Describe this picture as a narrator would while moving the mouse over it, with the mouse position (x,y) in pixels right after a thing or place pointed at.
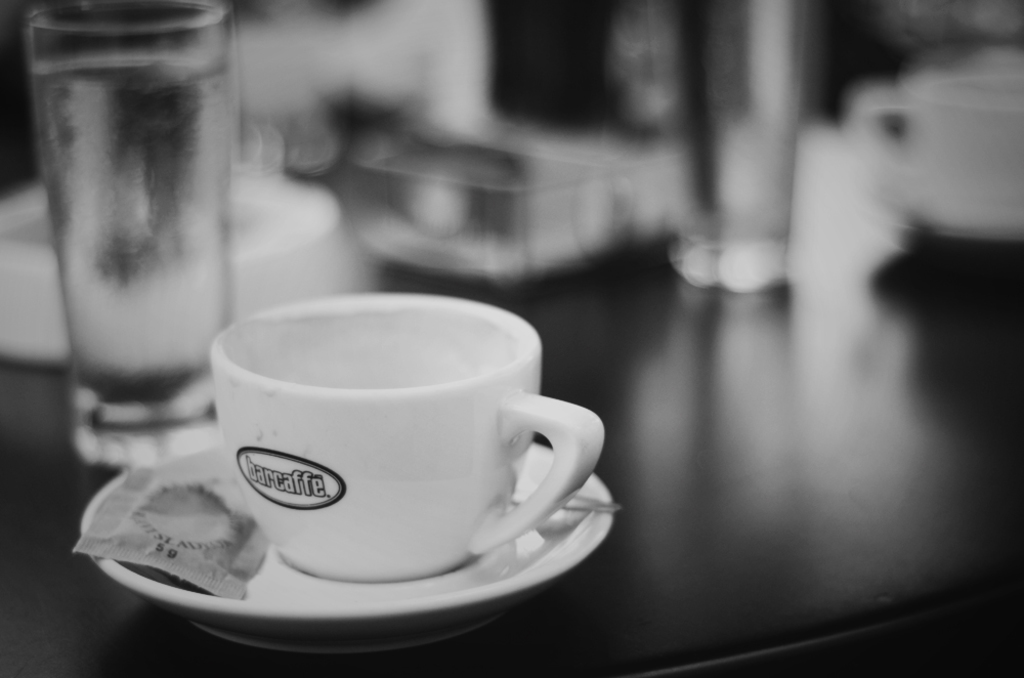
In this picture there is a cup (333,506) and saucer (310,598) and a sachet (233,552) placed on it. There are two glasses (215,238) on the table (774,344) And a cup (920,132) on the right side of the image (961,151).
